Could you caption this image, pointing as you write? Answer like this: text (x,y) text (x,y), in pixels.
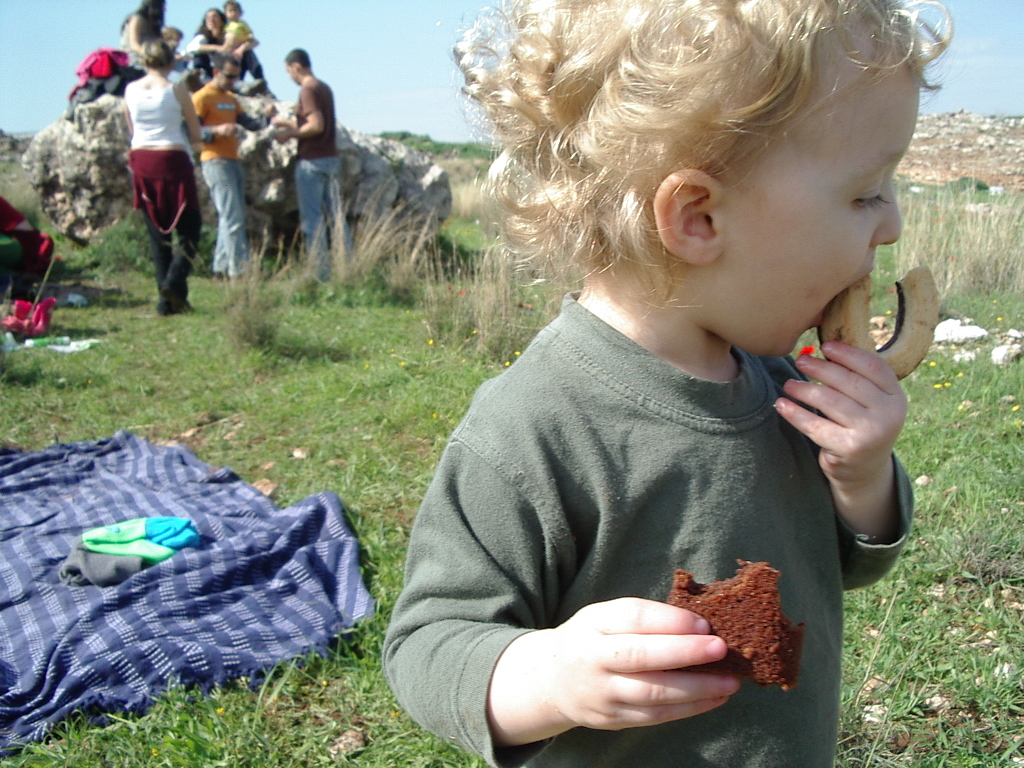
This picture shows few people (297,130) standing and few are seated on the rock (102,139) and we see a kid (665,448) holding a donut (896,333) in one hand (848,361) and a cake (716,635) in other hand (634,618) and we see cloth blanket (221,584) and bag (139,559) on it and we see grass (312,401) on the ground (304,361) and we see a clear blue Sky (400,74).
